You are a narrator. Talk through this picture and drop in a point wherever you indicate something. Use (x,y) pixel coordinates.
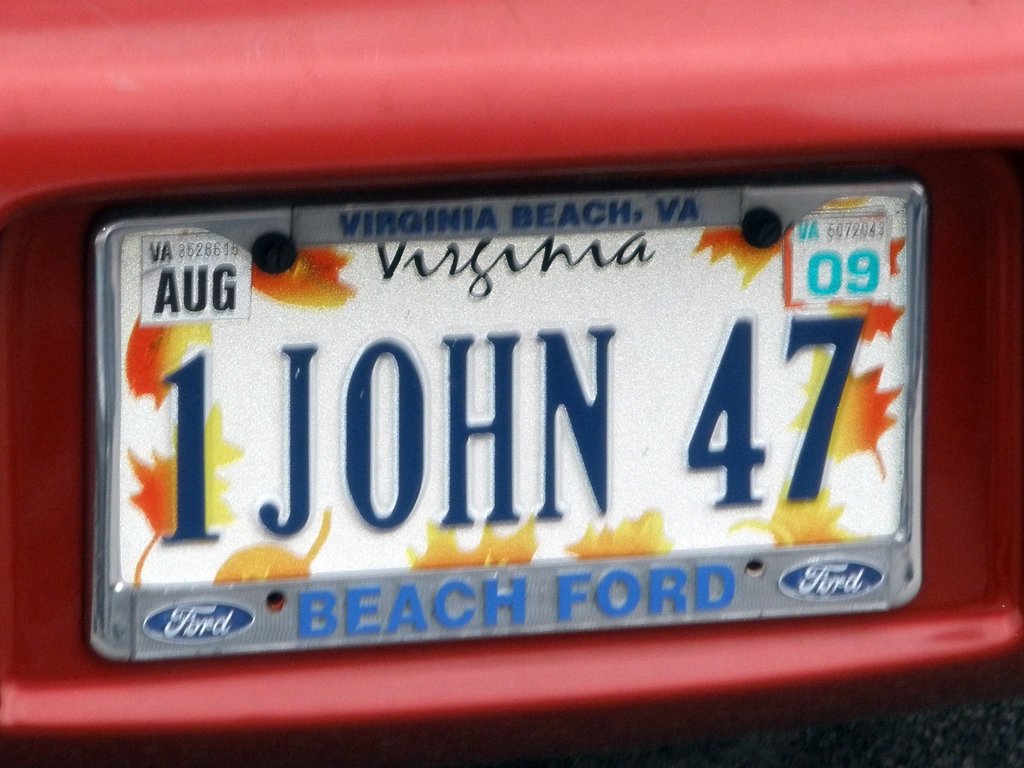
In this image there is a board (509,498) with some text (302,460) and numbers (822,411) written on it which is on the object (414,110) which is red in colour.
